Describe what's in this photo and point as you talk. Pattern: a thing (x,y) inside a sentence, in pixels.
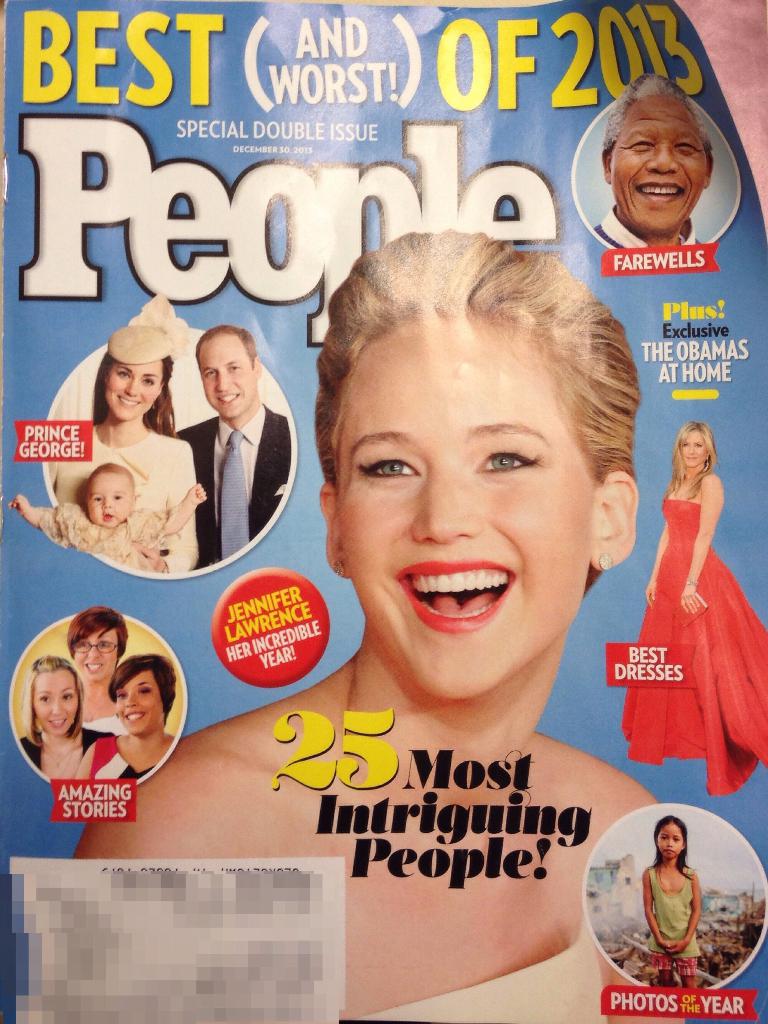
In this picture we can see the magazine cover (294,652) in the image. On the front (331,773) we can see a girl (366,909) is smiling. On the top (34,231) we can see "Best People" written on the magazine cover (253,232).
